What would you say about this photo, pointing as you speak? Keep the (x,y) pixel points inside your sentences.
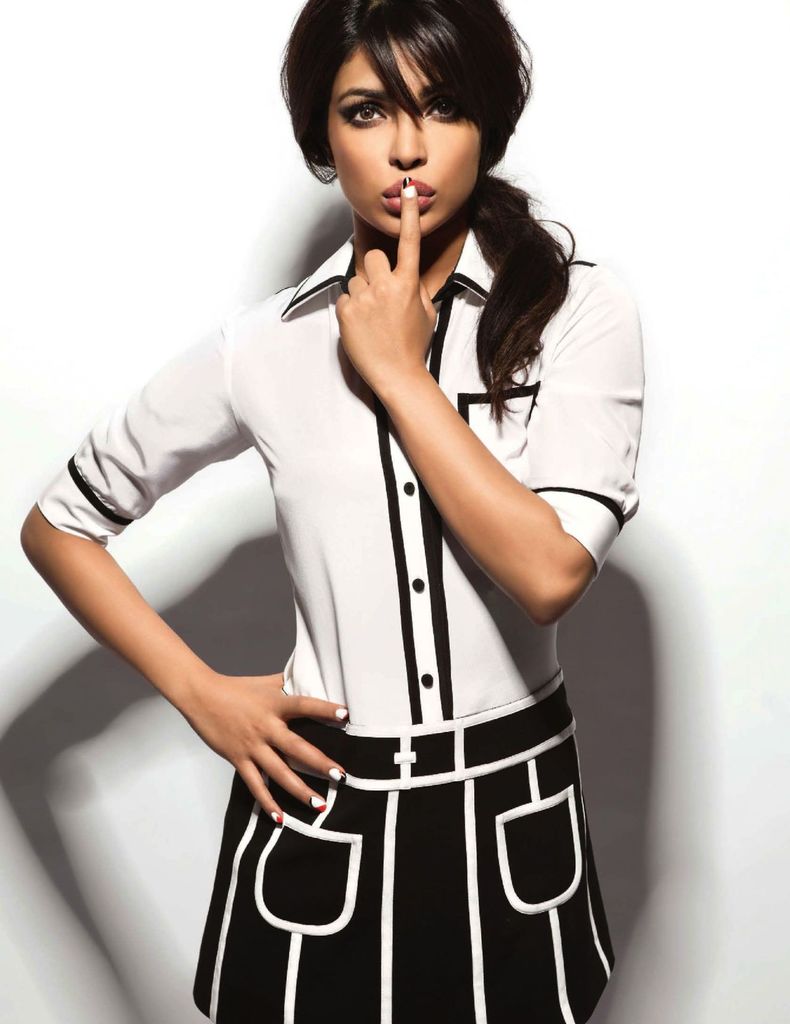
In the image there is a woman (461,294) in white shirt (603,378) and black frock (447,822) standing in front of the white wall (683,576).
